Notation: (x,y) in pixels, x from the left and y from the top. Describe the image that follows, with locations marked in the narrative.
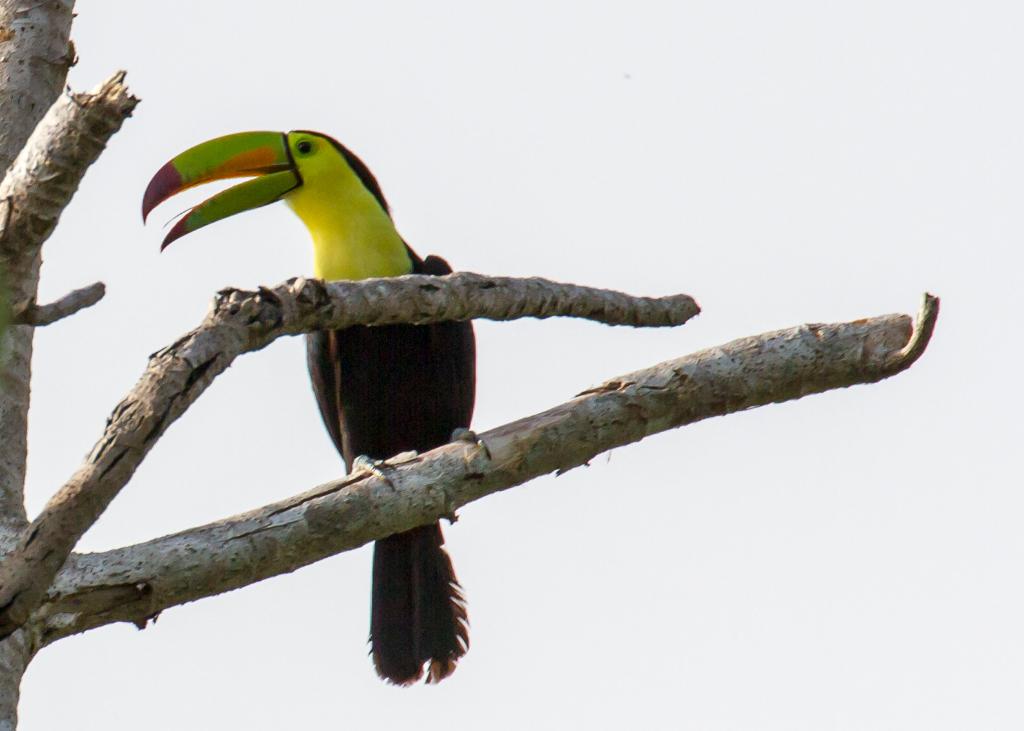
In the image there is a bird (378,382) sitting on the branch (682,374) of a tree (41,237).
